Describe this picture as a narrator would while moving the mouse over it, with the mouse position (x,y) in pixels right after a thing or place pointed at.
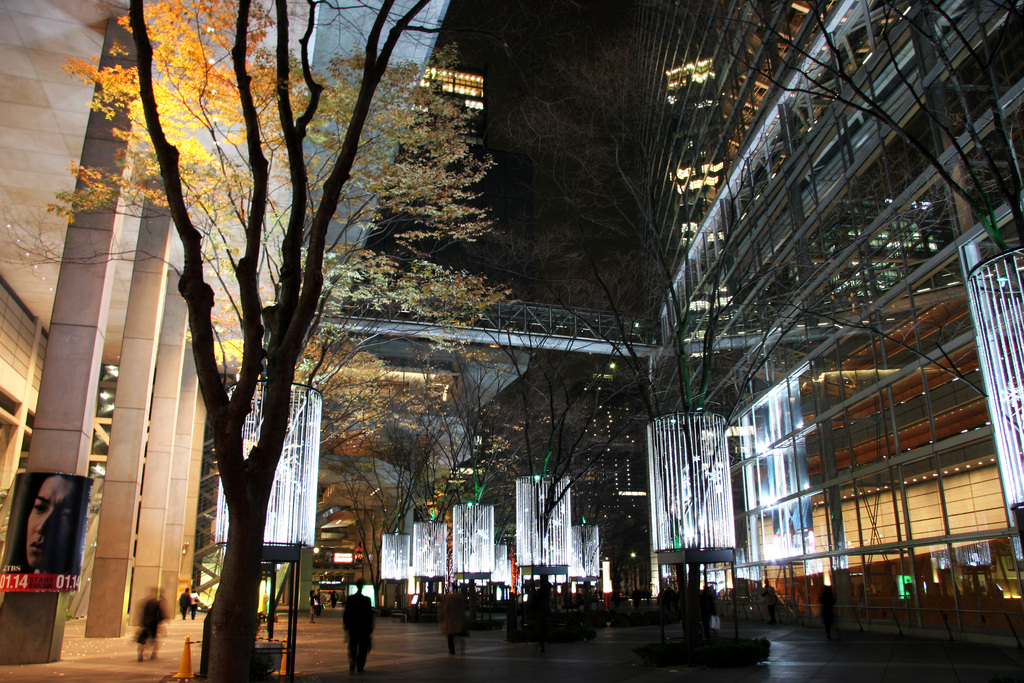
This image on the left side (312,280), we see a tree (252,49) and on the bottom left hand corner (36,572) there is poster (16,555) on the pillar (64,463).
